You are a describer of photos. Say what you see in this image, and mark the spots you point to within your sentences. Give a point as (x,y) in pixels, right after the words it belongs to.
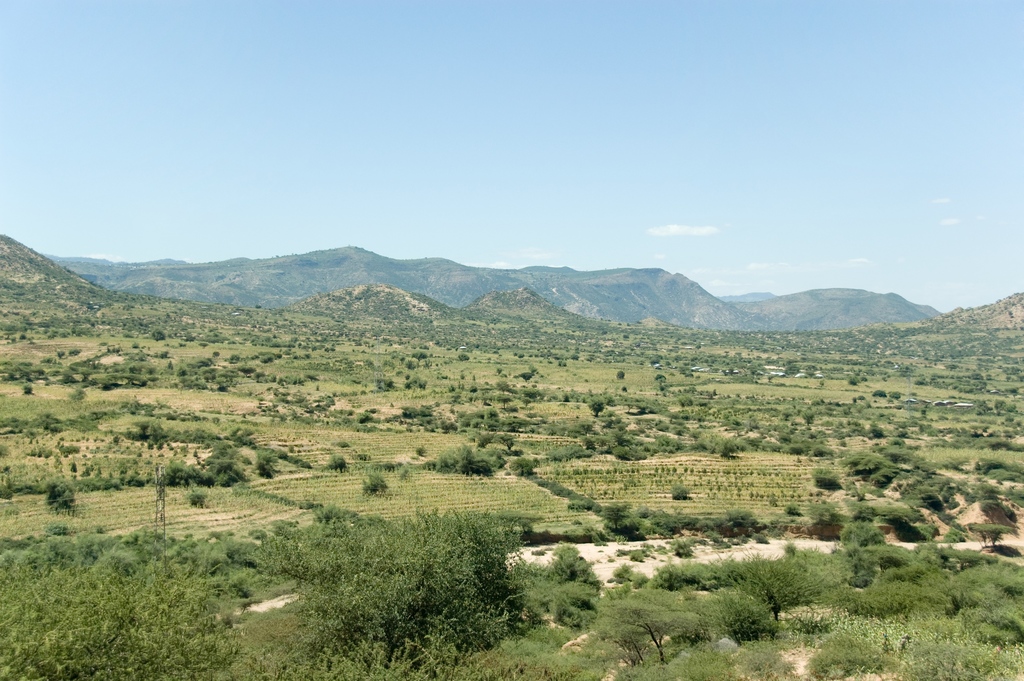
There is an open land (382,473) with some trees (394,540), plants (464,461) and some grass (501,446) on it. In the background (442,326) we can observe some hills (455,268) and above the hill (355,255) there is sky (650,144) with some clouds (688,230).
